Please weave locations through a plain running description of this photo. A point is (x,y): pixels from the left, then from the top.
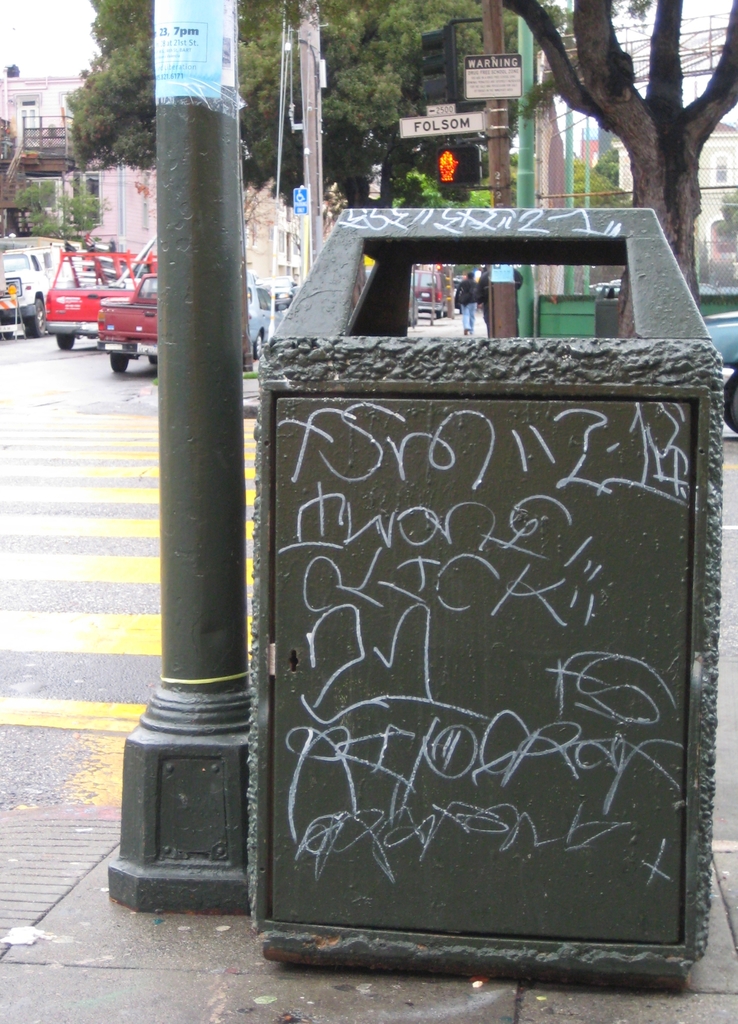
In this image we can see a bin (278,744), poles (240,385). On the left (84,542) there is a road (92,465) and we can see cars (94,331) on the road (56,469). There are people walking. In the background (275,48) there are trees (134,14), buildings (43,100) and sky (59,56).
